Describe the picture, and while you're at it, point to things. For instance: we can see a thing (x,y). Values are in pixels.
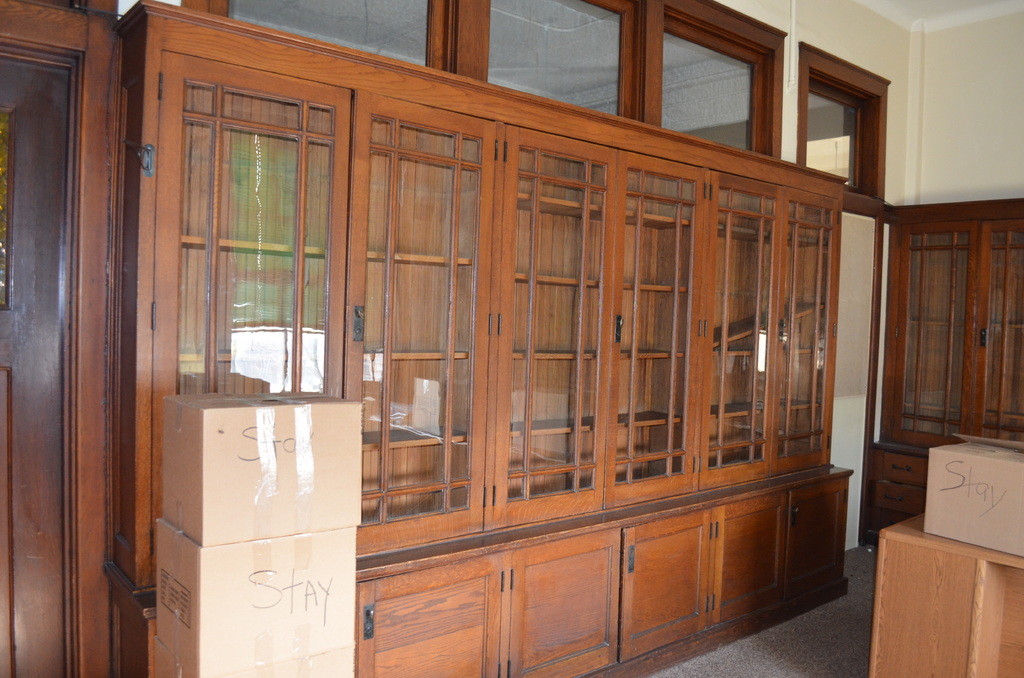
This picture describe that there is a wooden wardrobe (433,215) with glasses (421,229) is seen in the image. On the left side (17,372) there is a wooden door (40,140) and in the front (187,571) bottom side we can see three carton boxes (295,589).
